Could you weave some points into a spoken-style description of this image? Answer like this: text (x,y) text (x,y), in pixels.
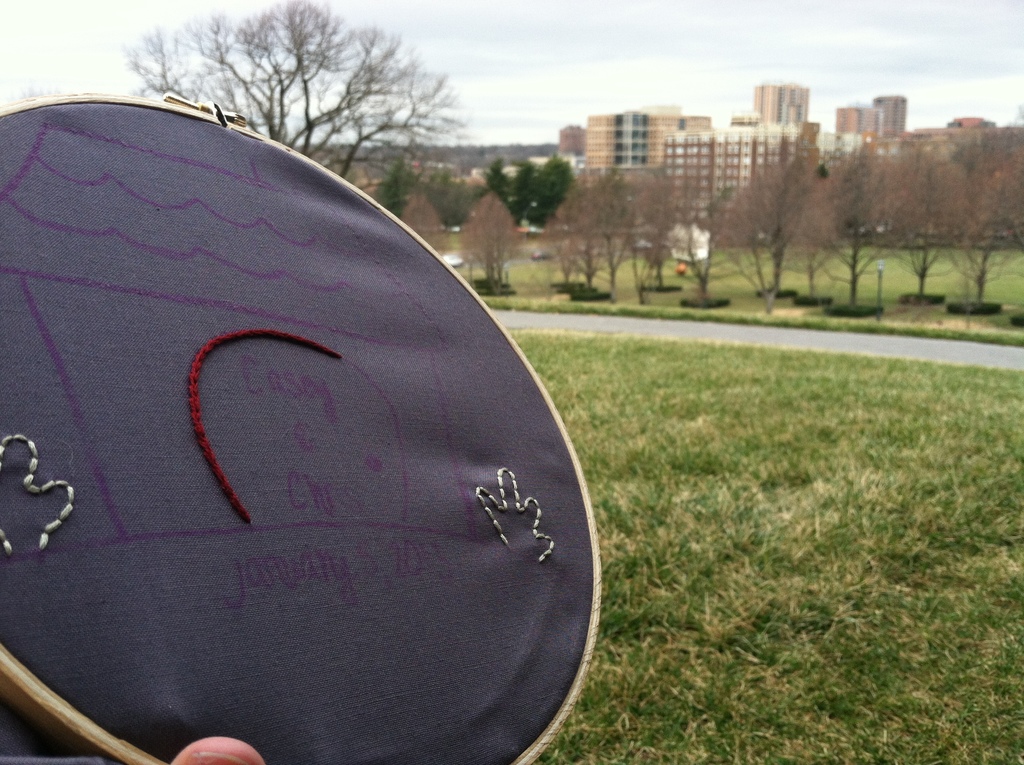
In the picture i can see an embroidered item (260,534) and the cloth (278,537) is of grey color, on right side of the picture (788,173) there are some trees (574,246), road (530,317), buildings (772,130) and top of the picture (641,16) there is cloudy sky (637,30).
